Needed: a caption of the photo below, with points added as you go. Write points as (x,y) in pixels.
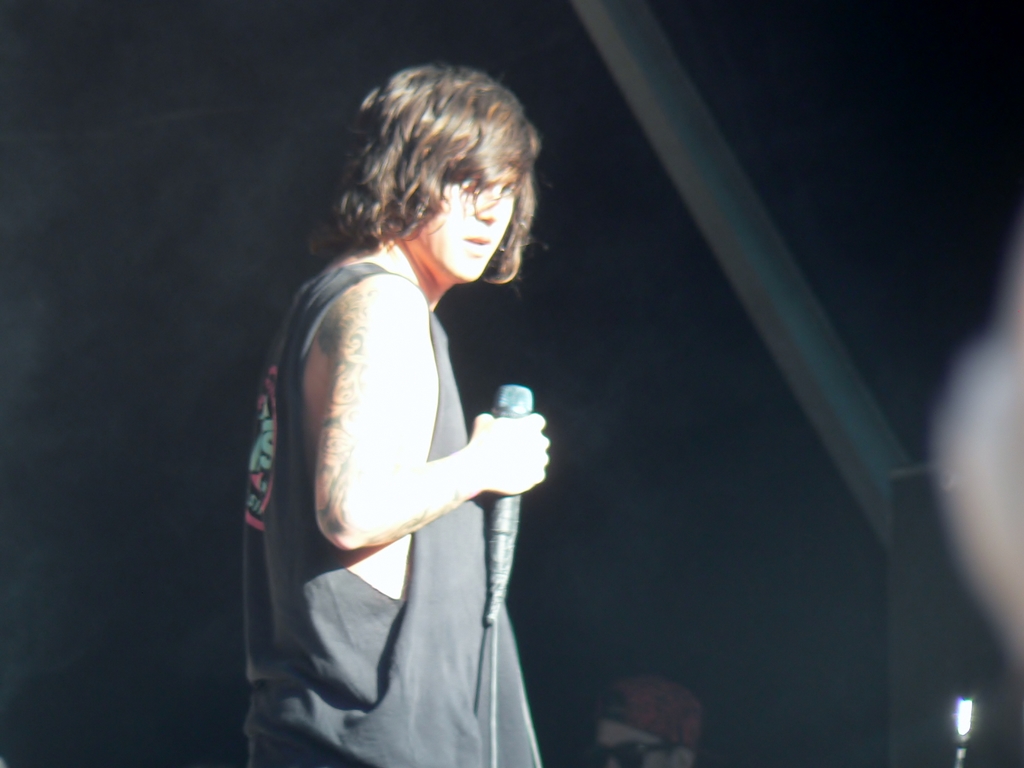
In the middle of the image (422,466) a man (427,440) is standing and holding a microphone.
